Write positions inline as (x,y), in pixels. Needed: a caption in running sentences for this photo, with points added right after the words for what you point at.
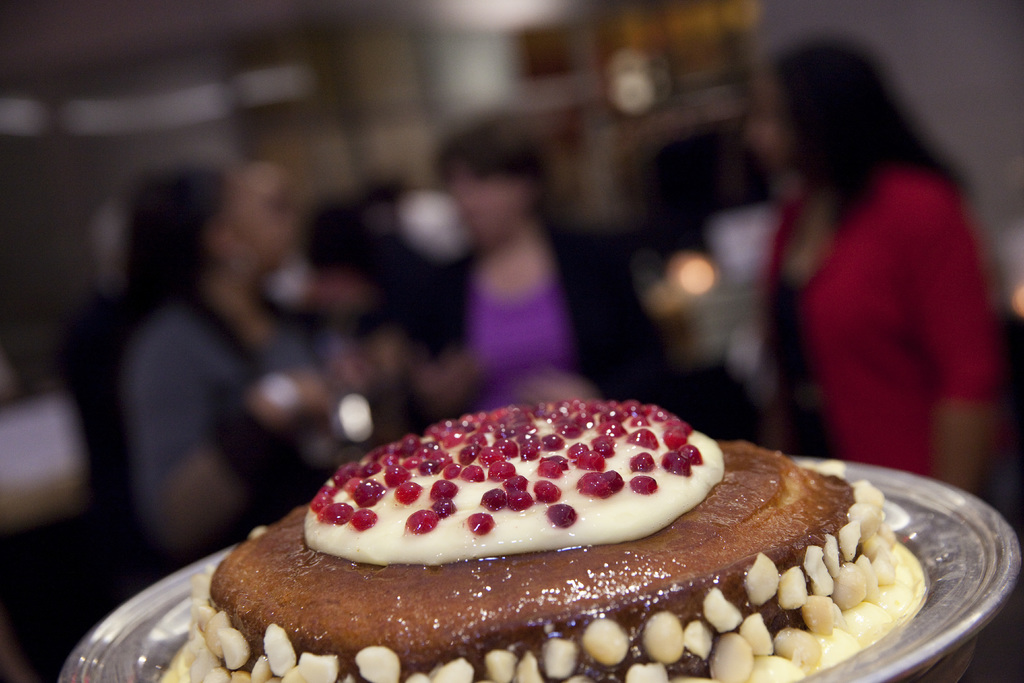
In this image we can see a brown color food (675,527) is decorated in a silver plate (953,611). Background of the image (822,265) three women (581,306) are standing.
